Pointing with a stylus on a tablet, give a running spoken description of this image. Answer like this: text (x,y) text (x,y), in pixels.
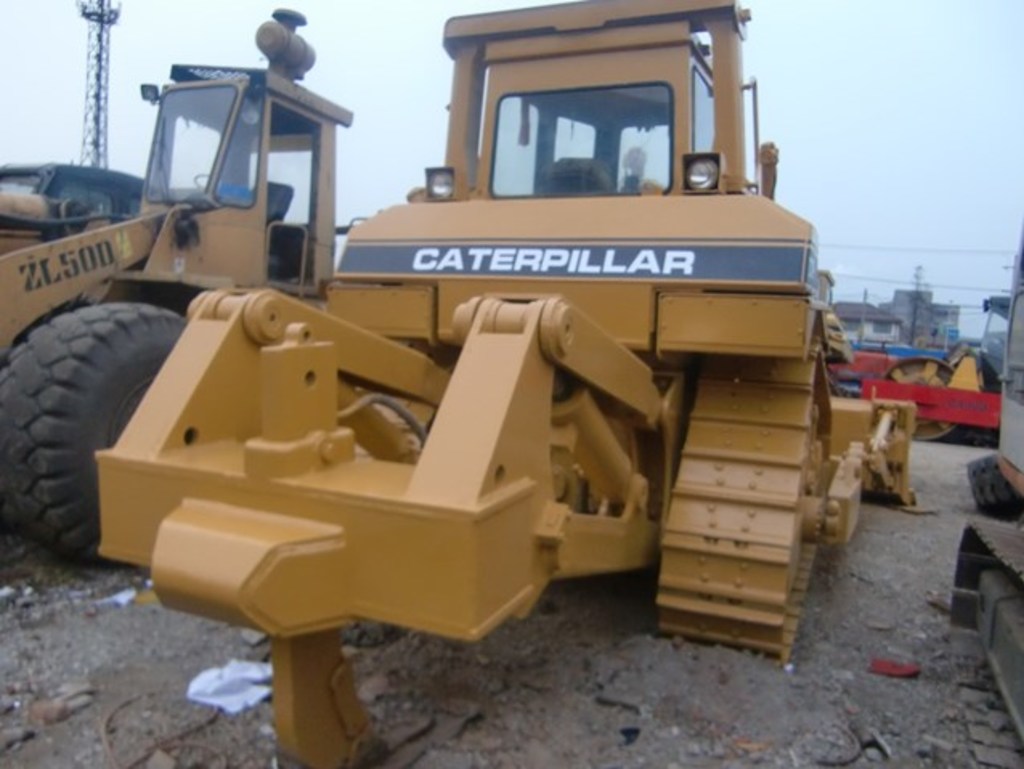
In the center of the image (577,497) there are bulldozers (481,637). At the bottom of the image (450,735) there is ground (602,726). In the background of the image (844,217) there is sky (822,164). There is a tower (101,134).
